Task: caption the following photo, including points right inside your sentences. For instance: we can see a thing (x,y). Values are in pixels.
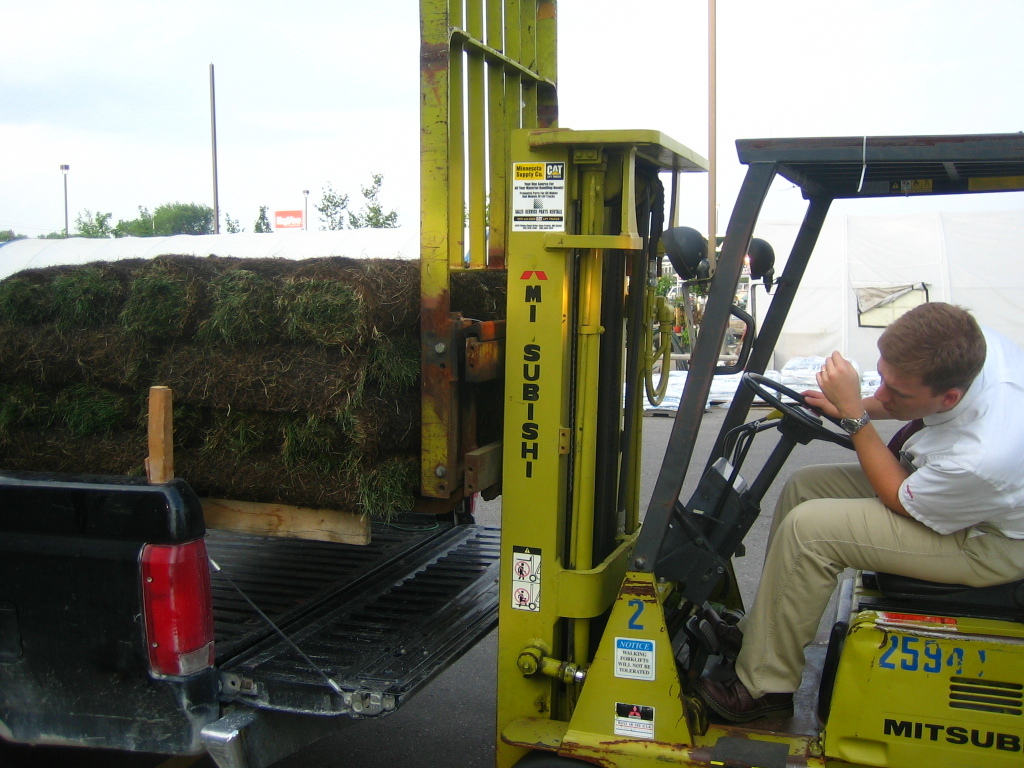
In this image I can see the person (837,475) sitting in the vehicle (851,580) and the person (987,455) is wearing white and cream color dress (957,447) and the vehicle (891,668) is in green color. Background I can see few plants (380,339) and trees (59,235) in green color and I can also see few poles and the sky (227,108) is in white color.
